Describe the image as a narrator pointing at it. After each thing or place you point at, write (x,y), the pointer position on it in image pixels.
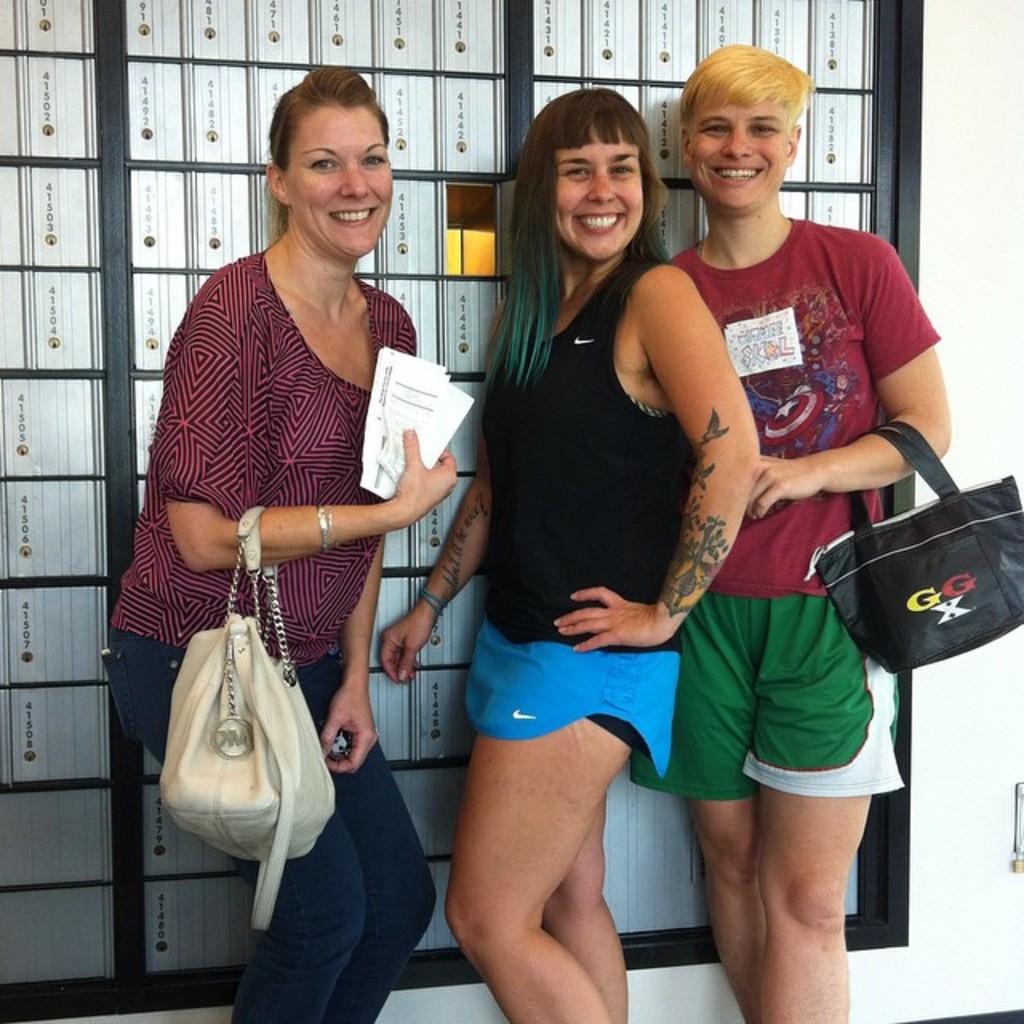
In this image I can see three (633,195) smiling and standing. Among them two people (294,556) are holding the bag (255,719). In that one person (300,348) is holding the papers (366,447). At the back of them there is a frame (858,46) attached to the wall (992,209).
